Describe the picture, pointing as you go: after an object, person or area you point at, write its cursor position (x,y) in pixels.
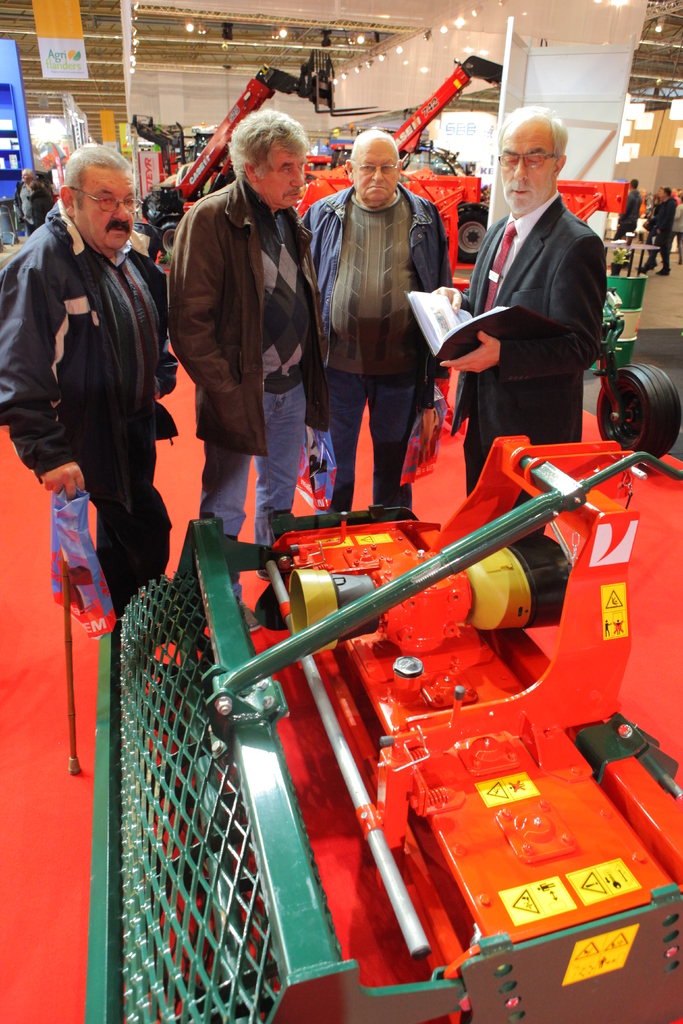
A man (567,286) is standing holding a book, here people (321,294) are standing, here there is an object (412,741), this is banner (48,62).
